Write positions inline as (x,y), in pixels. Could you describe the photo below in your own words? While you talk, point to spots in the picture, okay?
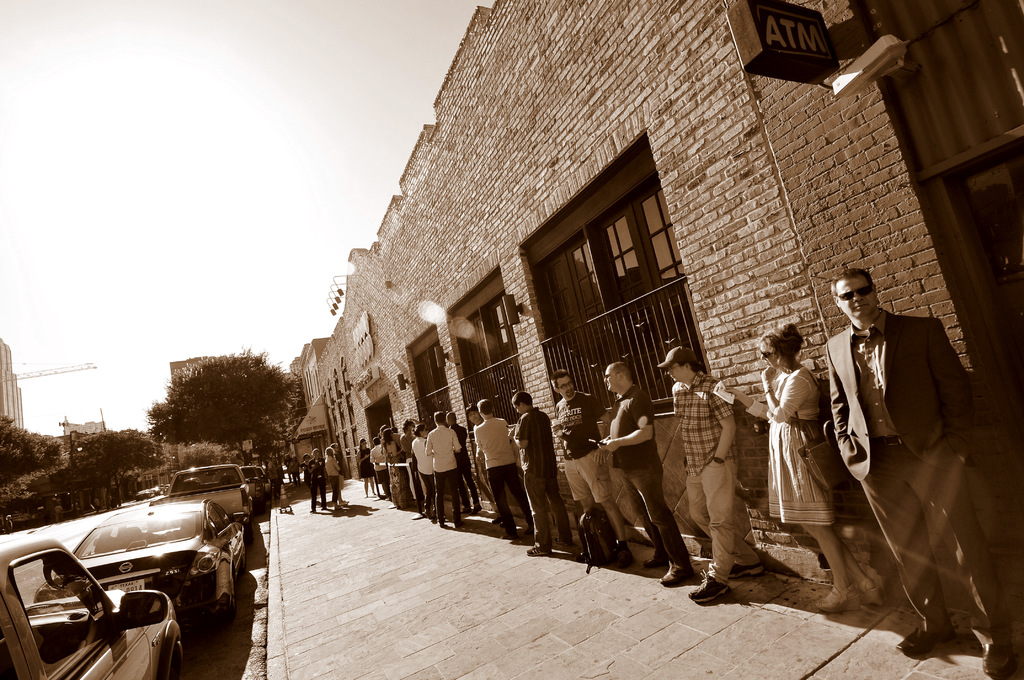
In the right side (895,401) there are men (652,468) standing on the line (692,502) near the wall (766,461). On the left side (165,521) there are few cars (157,578) that are parked. At the top (249,115) it's a sky (286,115).
